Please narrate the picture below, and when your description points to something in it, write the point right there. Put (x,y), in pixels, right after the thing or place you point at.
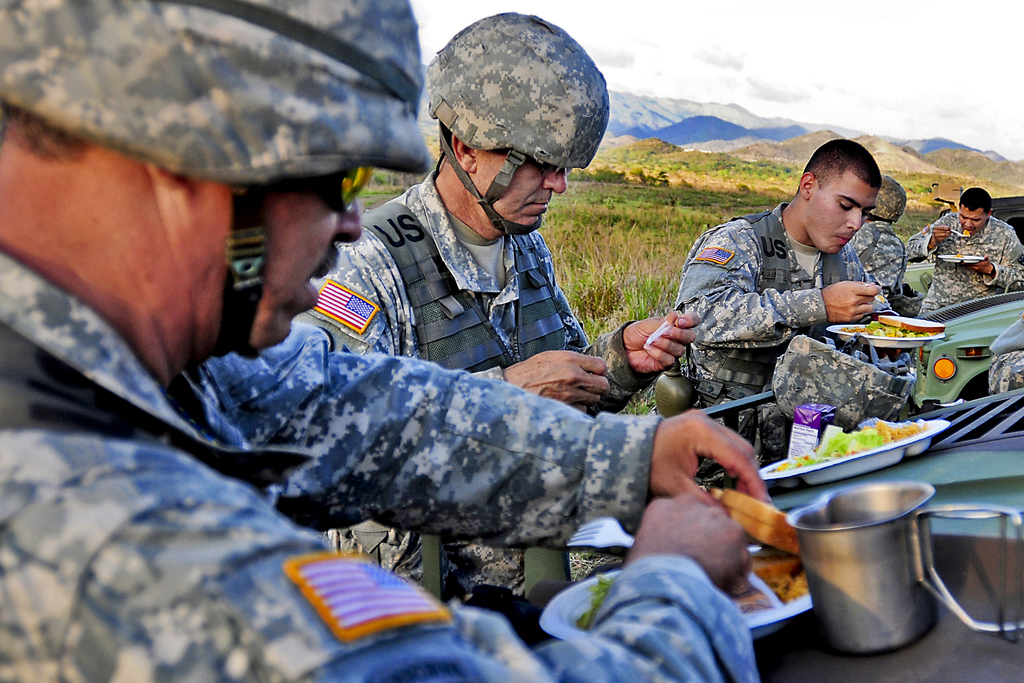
This is an outside view. Here I can see few men (579,361) wearing uniforms (714,365), sitting facing towards the right side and eating. In front of these people (745,491) there are few bowls (760,623) and some other objects (880,623). In the background (626,265), I can see the grass (612,248), trees (749,172) and mountains (707,130). At the top of the image (817,60) I can see the sky (804,66).
